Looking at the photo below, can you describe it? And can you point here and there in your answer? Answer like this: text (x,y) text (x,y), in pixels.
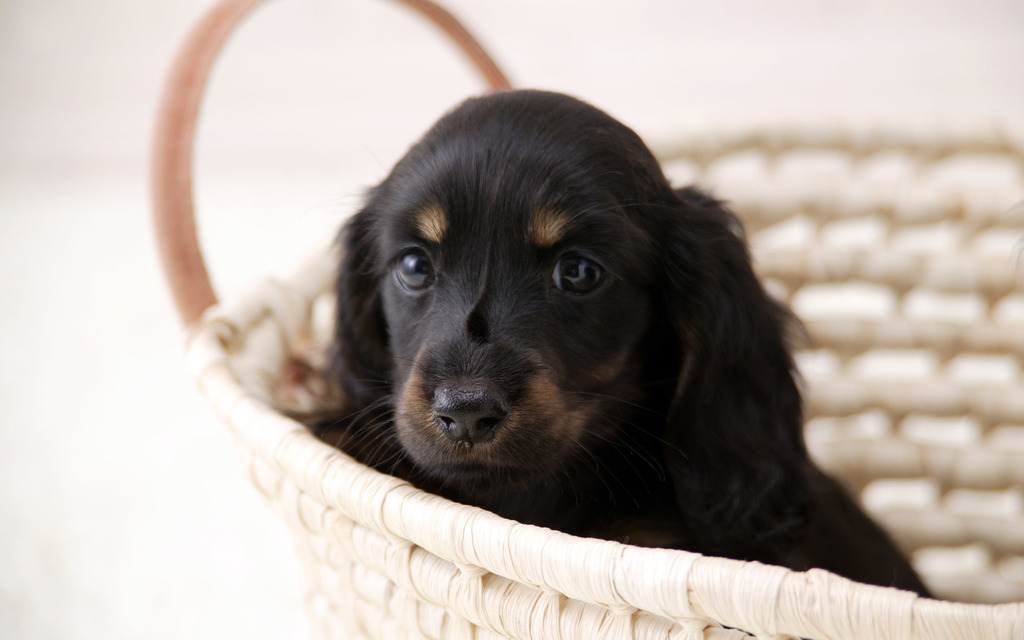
In this image we can see dog (343,257) in basket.
